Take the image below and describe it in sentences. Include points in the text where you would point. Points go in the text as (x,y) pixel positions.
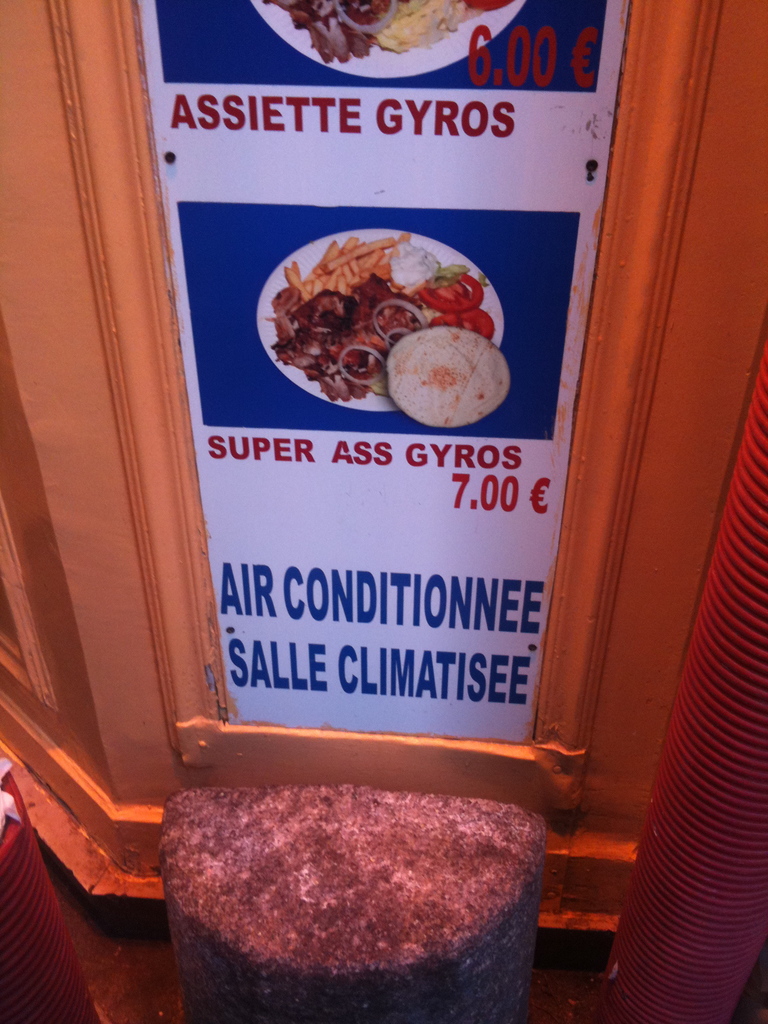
This looks like a menu board (376,129), which is attached to the wall (635,596). I can see the pictures (394,285) of the food (381,333) on the board (398,329). This looks like a stool (338,853).
